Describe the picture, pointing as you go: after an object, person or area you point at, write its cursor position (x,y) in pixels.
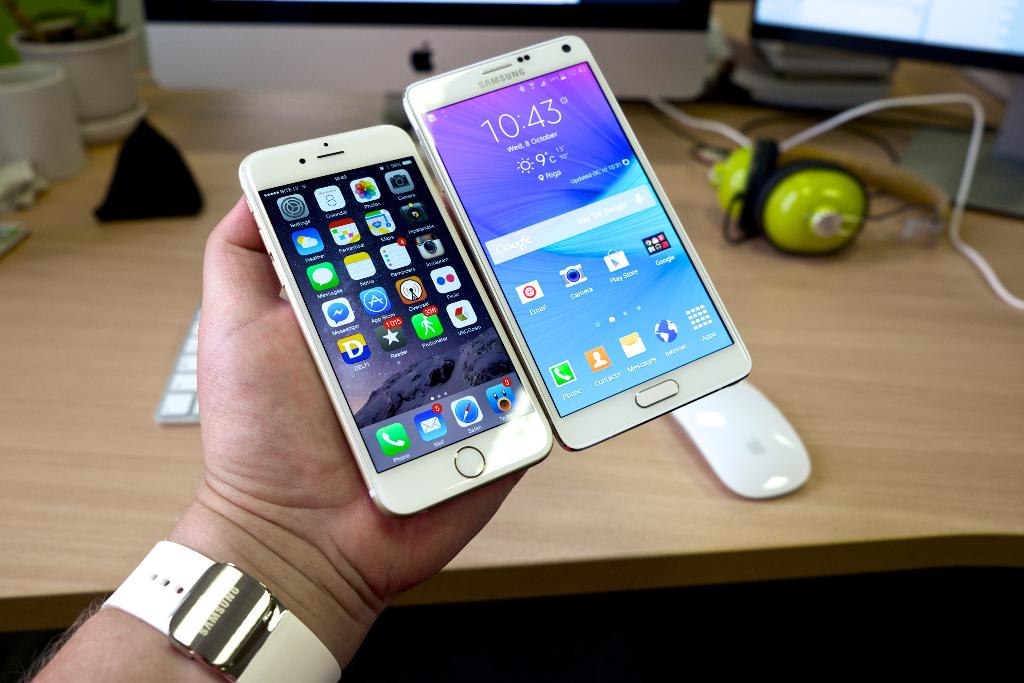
In the picture we can see a person's hand (372,575) holding two mobile phones (490,361) and under the hand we can see a part of the desk (52,466) with headsets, mouse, a part of the monitor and the keyboard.
